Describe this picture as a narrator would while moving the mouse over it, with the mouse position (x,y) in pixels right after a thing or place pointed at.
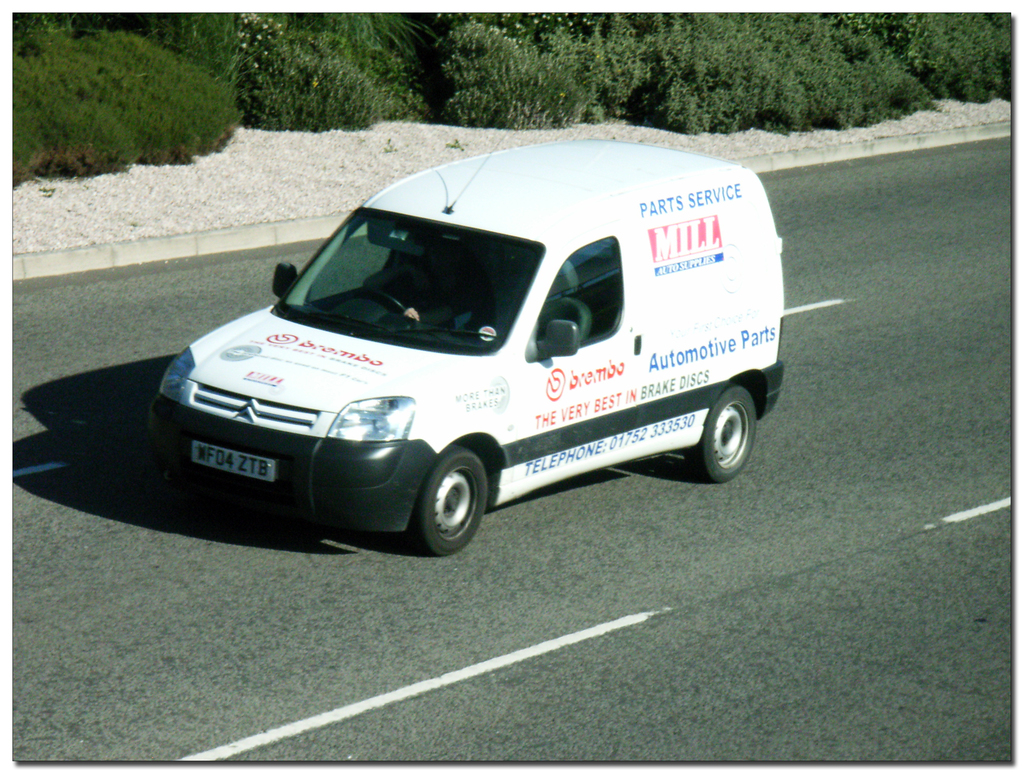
In this picture I can see there is a car (404,354) moving on the road (306,620) and it has doors (552,423), windshield (433,305), head lights (379,429), mirror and there is a person (419,262) riding it. In the backdrop (290,157) there are few stones (225,181) and pebbles (325,161), there are plants (198,134) and there is something written on the car (665,412). There are markings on the road (374,679).
